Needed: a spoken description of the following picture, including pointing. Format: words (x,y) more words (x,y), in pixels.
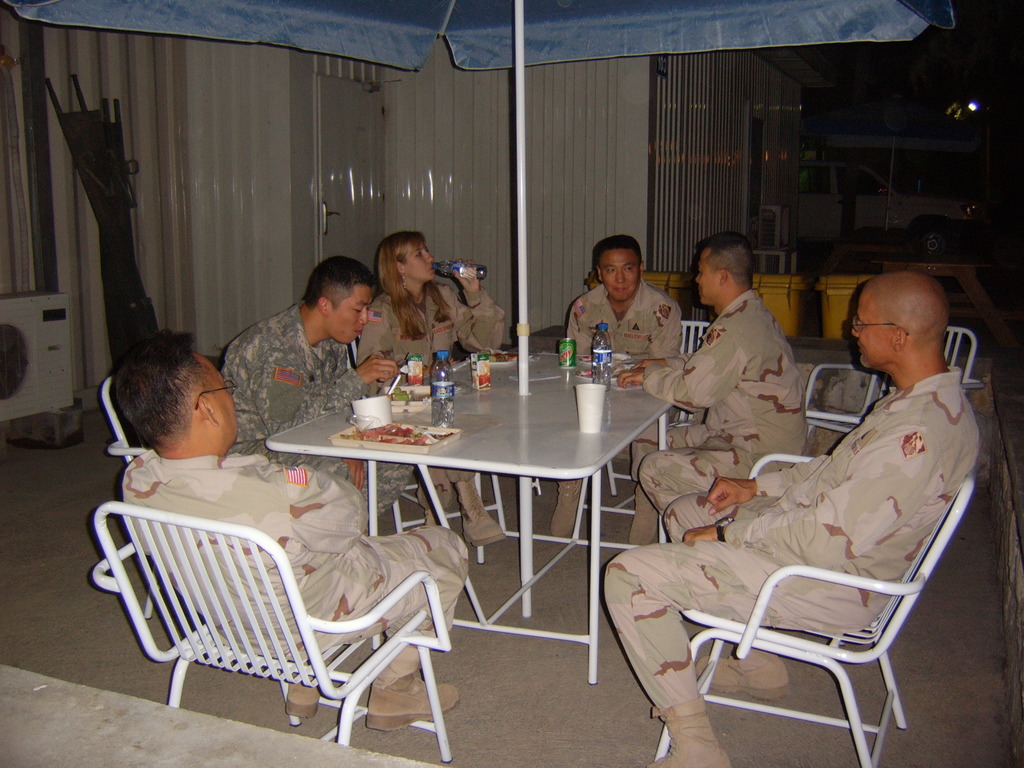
In this image, There is a table (558,452) of white color on that table (505,445) there are some bottles (441,395) and there are some glasses (600,412) and there are some people (669,560) sitting around the tables (427,420) on the chairs (826,422), In the background (447,148) there is a wall (419,138) of white and there is a door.
